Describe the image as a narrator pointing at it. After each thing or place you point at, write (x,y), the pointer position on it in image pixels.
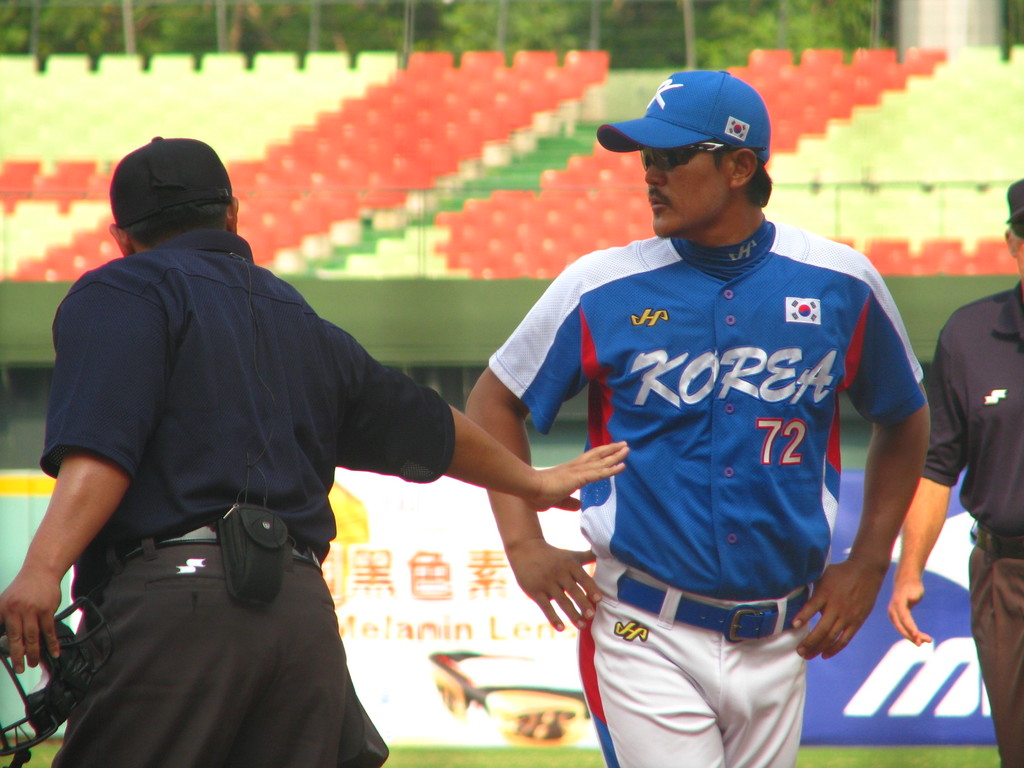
In this image, I can see three people (815,440) standing. This looks like a hoarding (568,688). These are the chairs (333,149), which are yellow and red in color. In the background (788,44), these look like trees (433,41).
